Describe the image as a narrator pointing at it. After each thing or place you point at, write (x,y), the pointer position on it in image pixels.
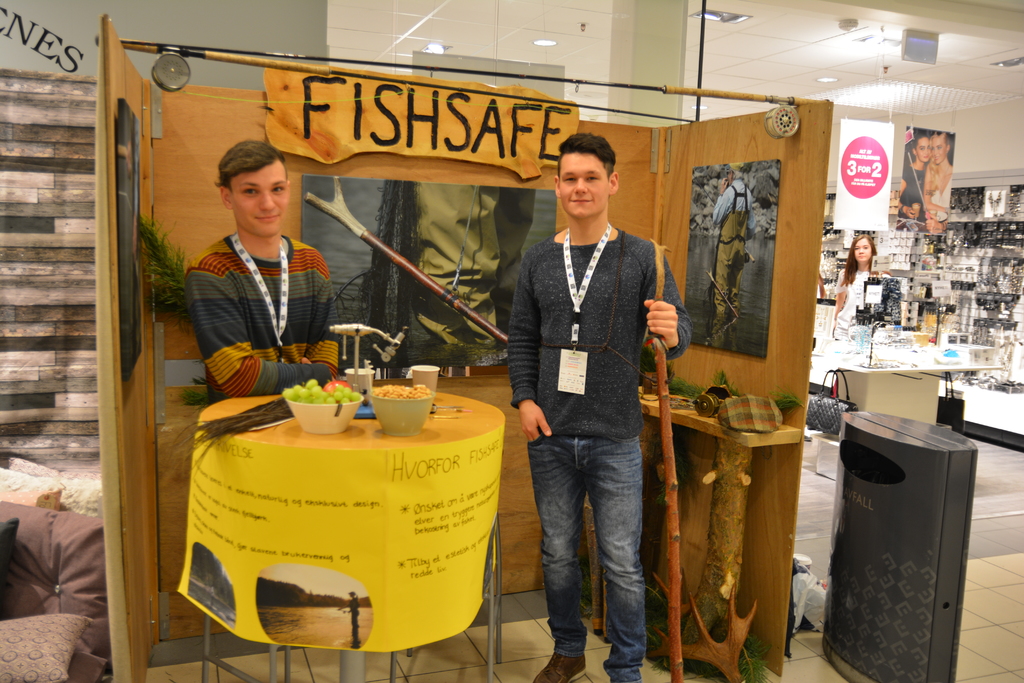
In the center of the image (543,311) we can see two persons (559,321) are standing and they are smiling. And the right side person (604,314) is holding a stick (656,365). In front of them, we can see one table (322,443). On the table (380,434), we can see one banner (304,466), bowls (412,418), glasses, fruits (349,388) and a few other objects (387,389). On the banner (425,513), we can see some text (422,508). In the background (389,174) there is a wall (45,146), pillar (620,73), pillows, tables (893,373), frames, banners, one ash color bin (902,555), handbags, hangers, products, lights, one person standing and a few other objects (553,102).
